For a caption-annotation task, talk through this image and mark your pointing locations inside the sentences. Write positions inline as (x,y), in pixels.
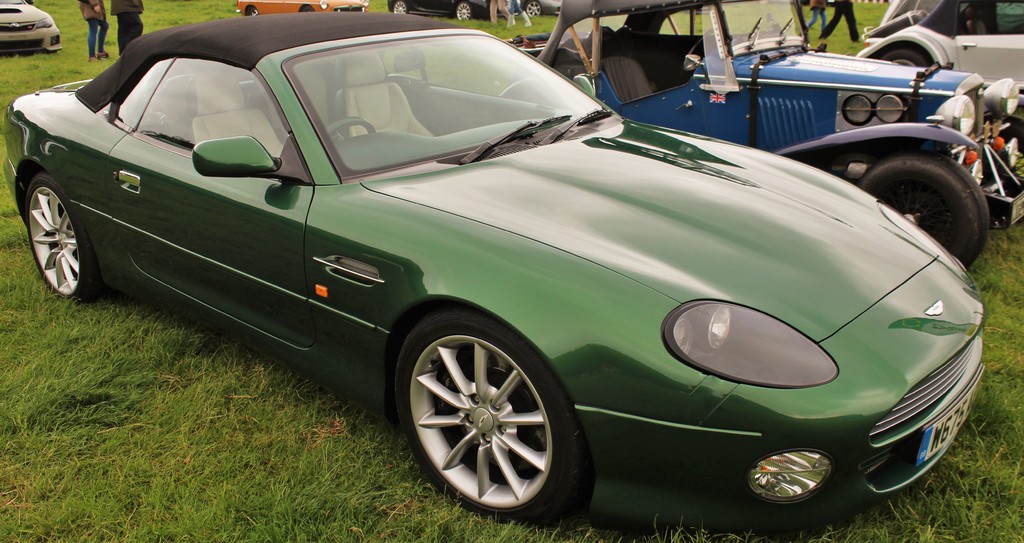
This picture is clicked outside. In the center (416,188) we can see the vehicles (691,192) seems to be parked on the ground (135,374) and we can see the group of people (122,51), green grass (272,401) and some other objects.
